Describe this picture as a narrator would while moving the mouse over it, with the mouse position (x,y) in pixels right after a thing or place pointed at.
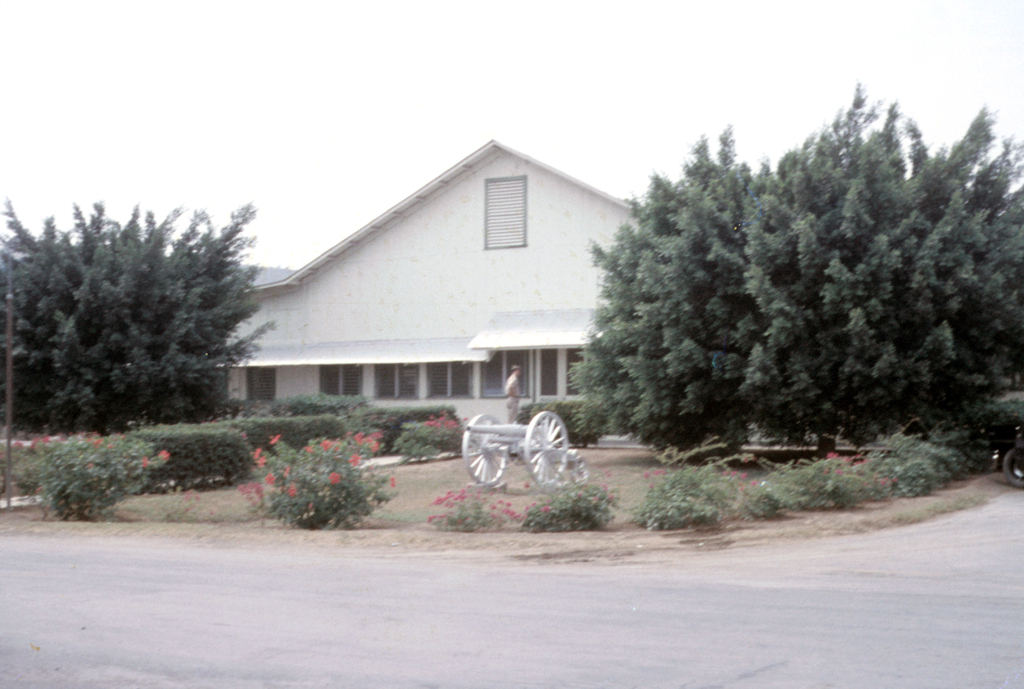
In this image, we can see trees (691,254), plants (566,406), shed (539,374) and there is a vehicle (540,453) and we can see a person (516,387) standing. At the bottom (394,666), there is road (454,593).
